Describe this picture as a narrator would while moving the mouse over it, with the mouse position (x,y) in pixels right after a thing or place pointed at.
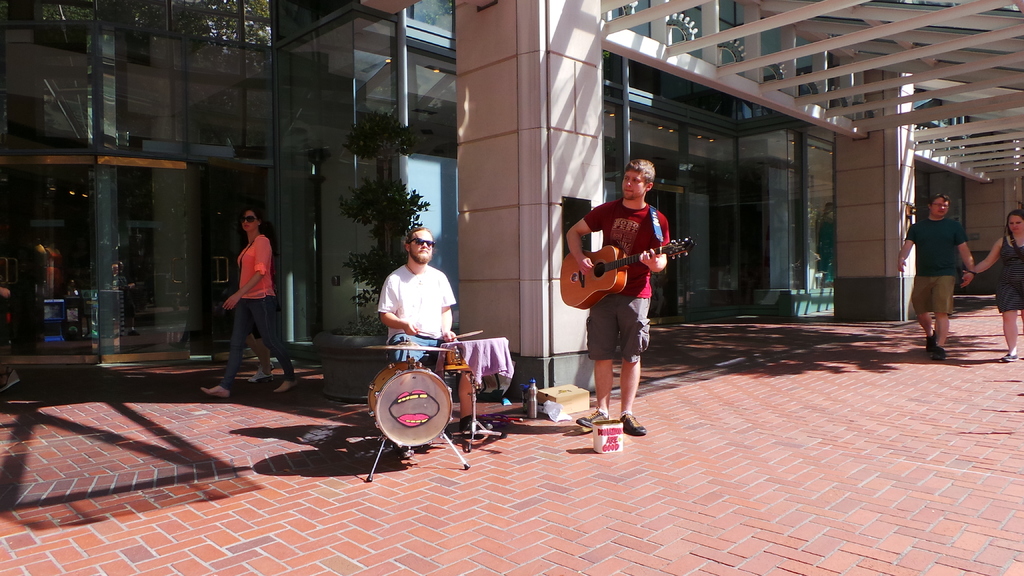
In this image I can see a group of people (443,334) on the street (800,441), in the middle (420,299) we have a man (418,310) who is wearing a white T-shirt (425,320) is sitting on the chair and playing drums (433,400). On the right side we have a man (622,227) who is playing a guitar (614,246) in his hands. Behind these people (601,313) we have a building (231,140).
